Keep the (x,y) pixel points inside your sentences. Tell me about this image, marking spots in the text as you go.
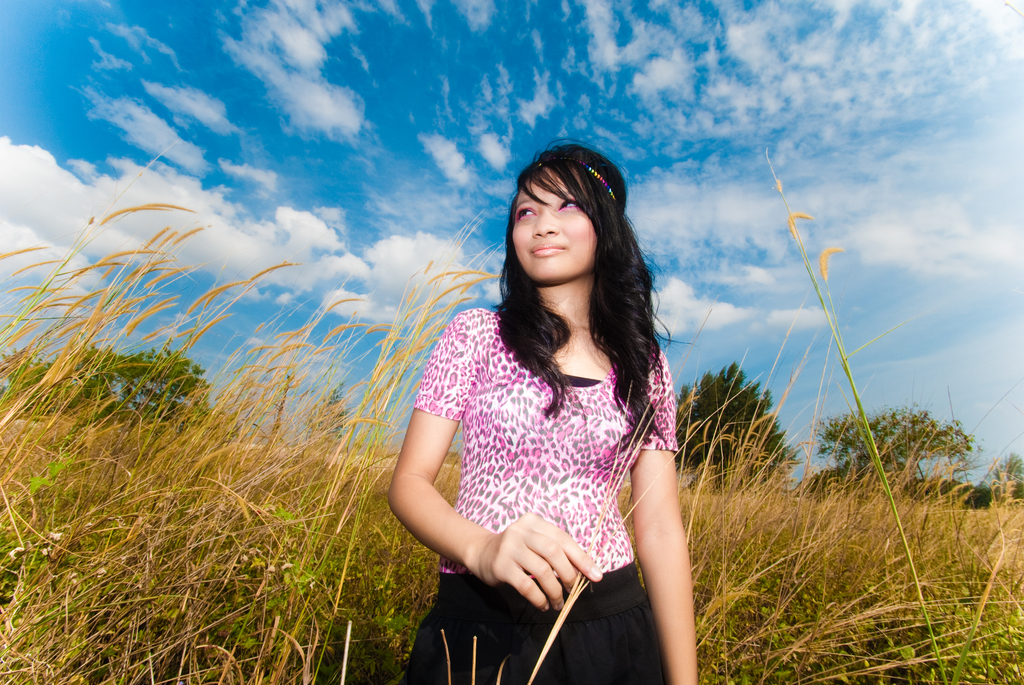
In this image there is the sky (170,199), there are clouds (249,169) in the sky (863,144), there are trees (891,437), there is a person (552,411) standing, there are plants (217,566), there is a person (502,569) holding a plant (574,596), there are plants (998,535) truncated towards the right of the image (987,535), there are plants (29,515) truncated towards the left of the image (44,571).
